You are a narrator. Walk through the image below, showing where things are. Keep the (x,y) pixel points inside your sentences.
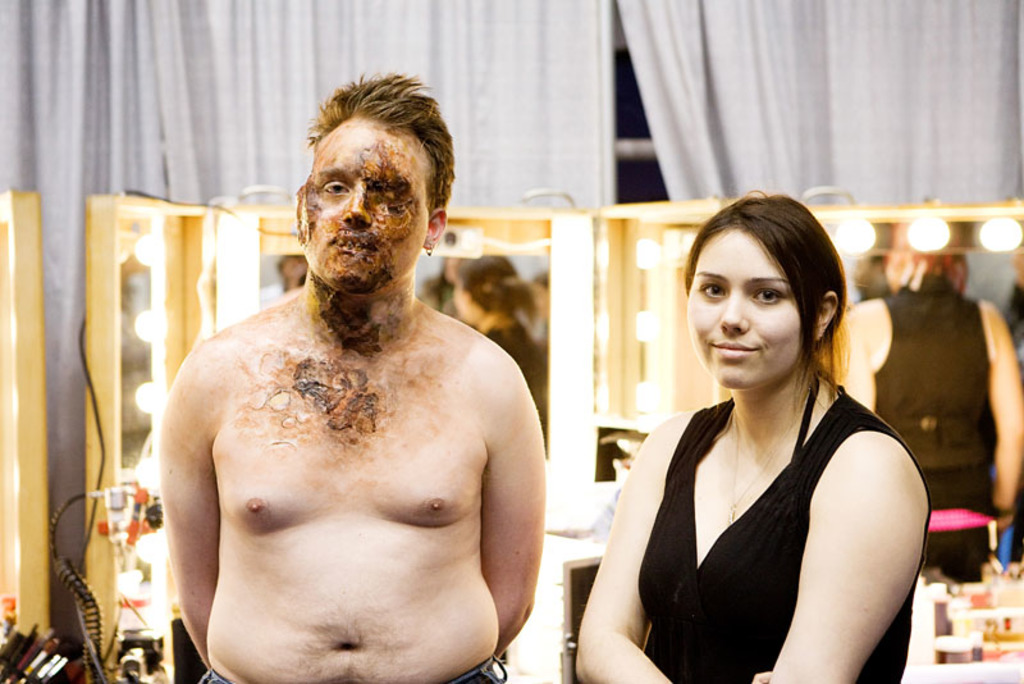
In this image we can see a man (356,555) and a woman (724,645) wearing black dress (742,606) are standing. The background of the image (1005,255) is slightly blurred, where we can see the mirrors (1005,272) and see objects (73,681) kept here, also we can see the curtains (322,40) here.
